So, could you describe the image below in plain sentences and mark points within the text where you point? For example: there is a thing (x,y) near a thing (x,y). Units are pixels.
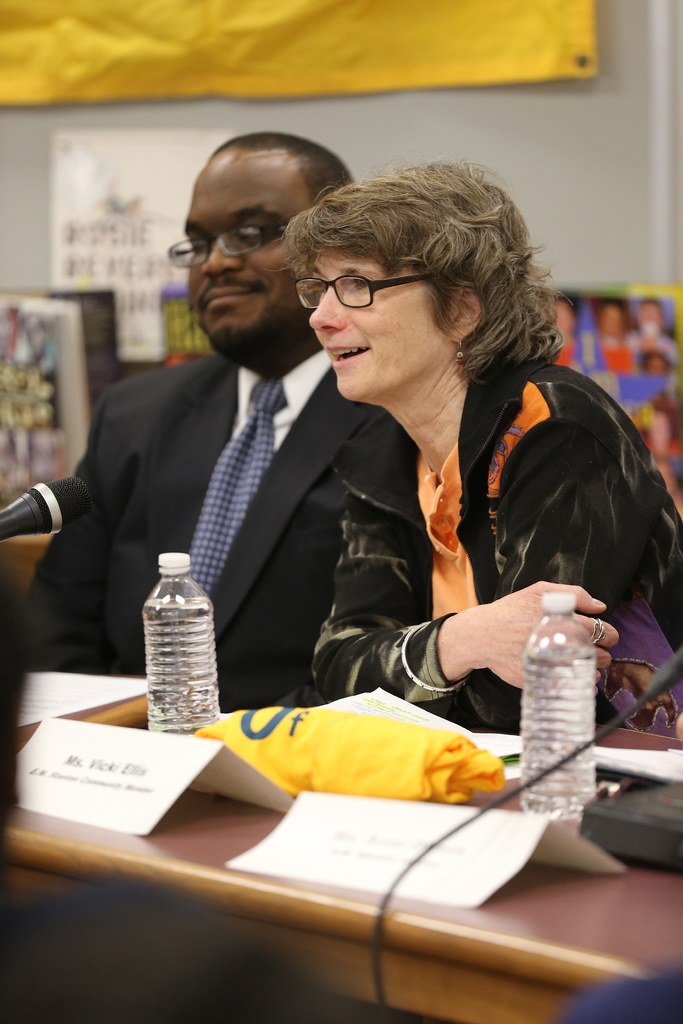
In the center (381,381) we can see two persons (349,332) were sitting on the chair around the table (264,906). On table (286,884), we can see papers (305,871), plastic cover (369,730), water bottles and microphone (48,532). In the background (342,122) there is a wall (431,112) and photo frame (96,198).
